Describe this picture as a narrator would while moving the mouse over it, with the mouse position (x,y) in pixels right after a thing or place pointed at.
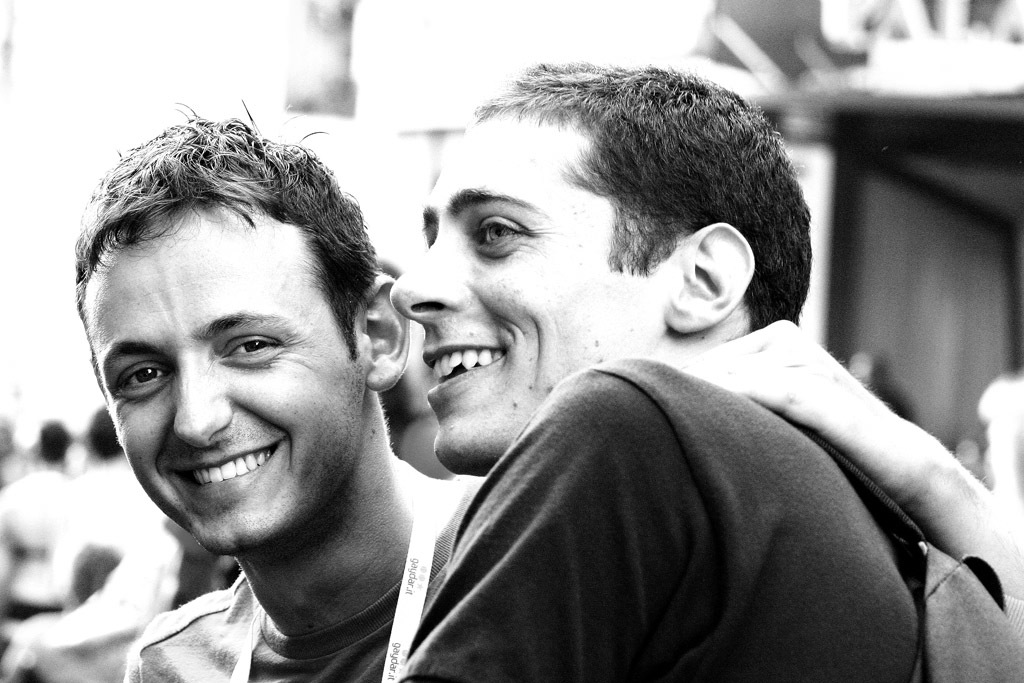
It is a black and white image of two persons (360,498) smiling and the background (510,14) is blurry.
